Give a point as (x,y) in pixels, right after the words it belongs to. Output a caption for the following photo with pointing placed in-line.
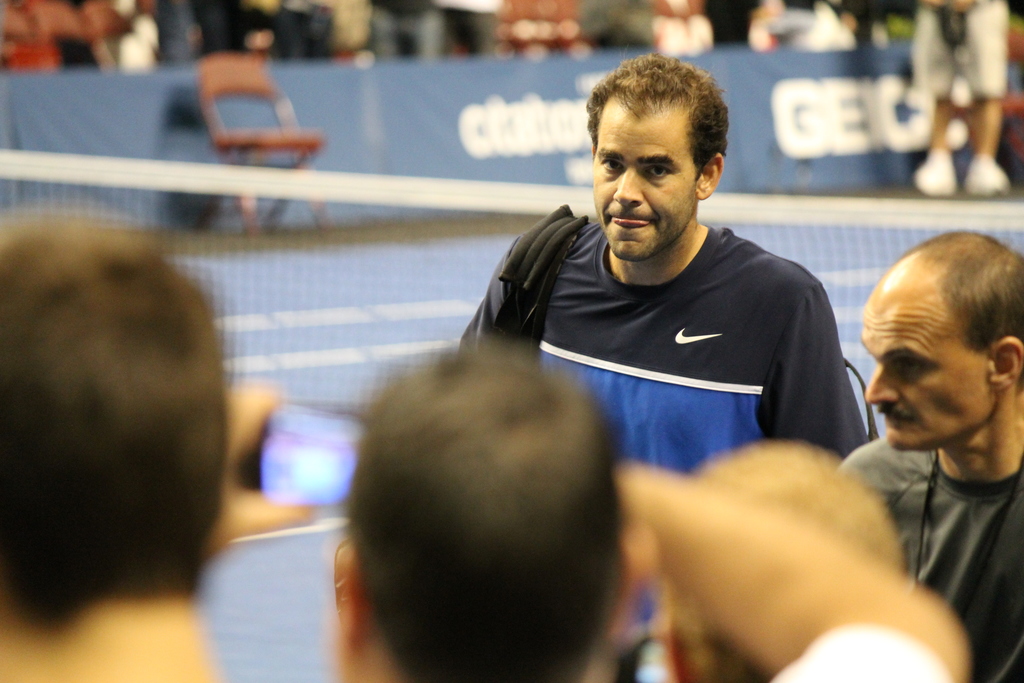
In this image we can see many persons (479,468) standing on the ground (260,335). In the background (379,306) we can see net (246,175), chair (224,148) and persons (980,29).
